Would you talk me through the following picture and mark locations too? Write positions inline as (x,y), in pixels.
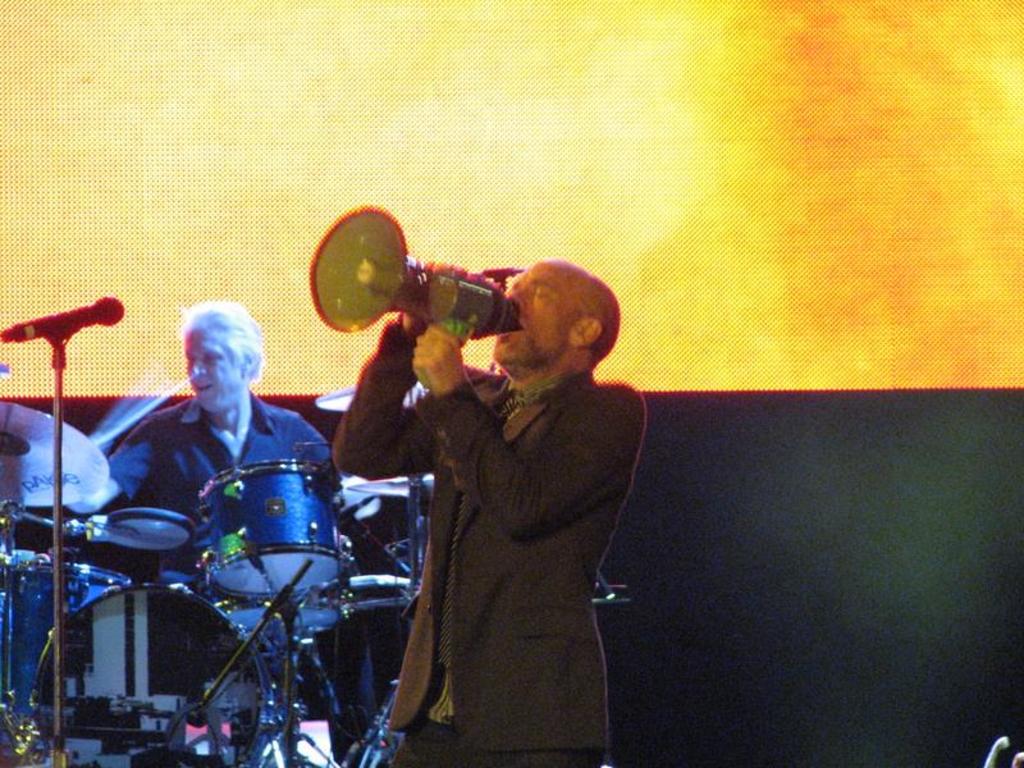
In this image I can see a man (508,494) is holding a speaker (419,295) in his hands (449,372). It is looking like he is singing a song. On the left side (189,436) I can see a man (158,480) is playing the drums (183,539).
